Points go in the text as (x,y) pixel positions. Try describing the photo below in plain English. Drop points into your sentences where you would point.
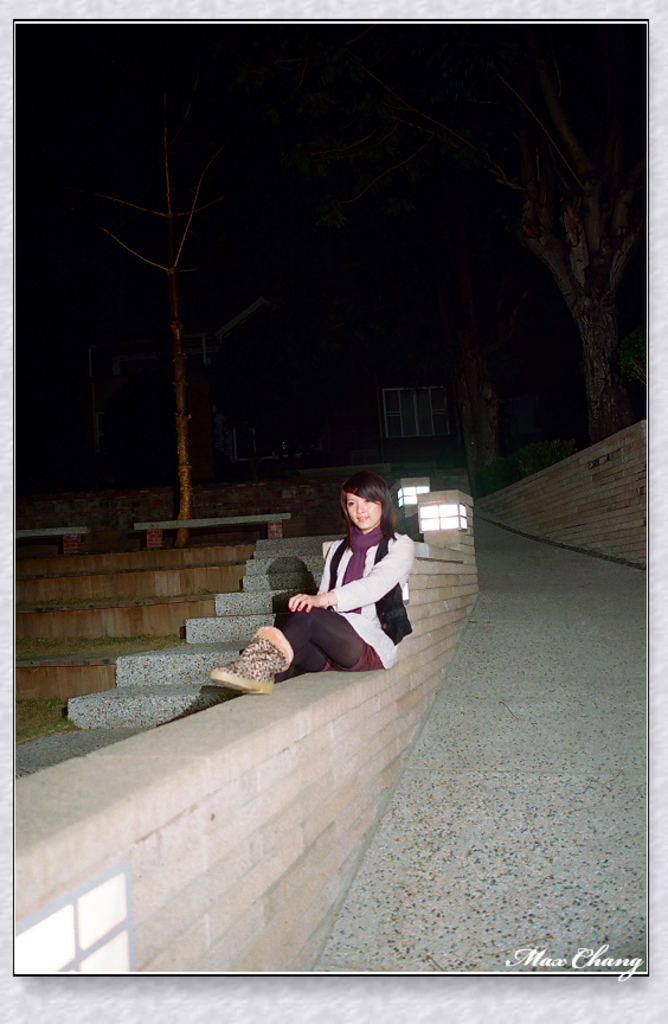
In the center of the image (369,549) we can see a lady (375,549) sitting on the wall (167,823) and there are stairs (196,617). We can see benches (231,521). In the background (615,428) there are trees (607,430) and we can see a walkway (501,650). There are lights (455,510).
